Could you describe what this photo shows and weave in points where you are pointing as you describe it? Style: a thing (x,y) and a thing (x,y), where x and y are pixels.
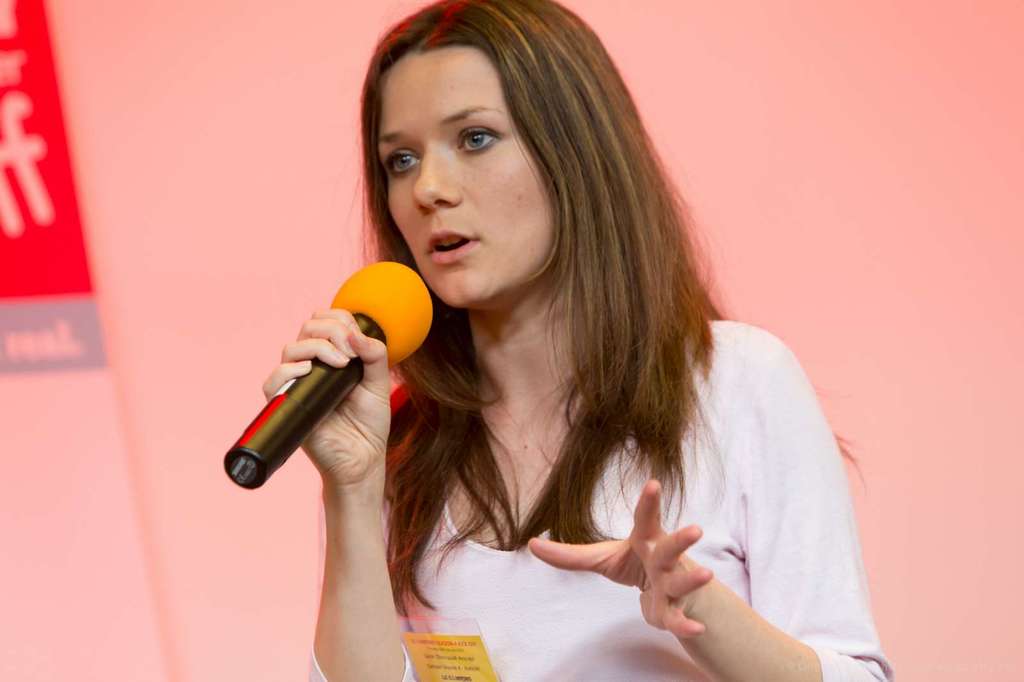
In this picture there is a woman (418,565) holding a microphone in her right hand (378,387) and speaking.
